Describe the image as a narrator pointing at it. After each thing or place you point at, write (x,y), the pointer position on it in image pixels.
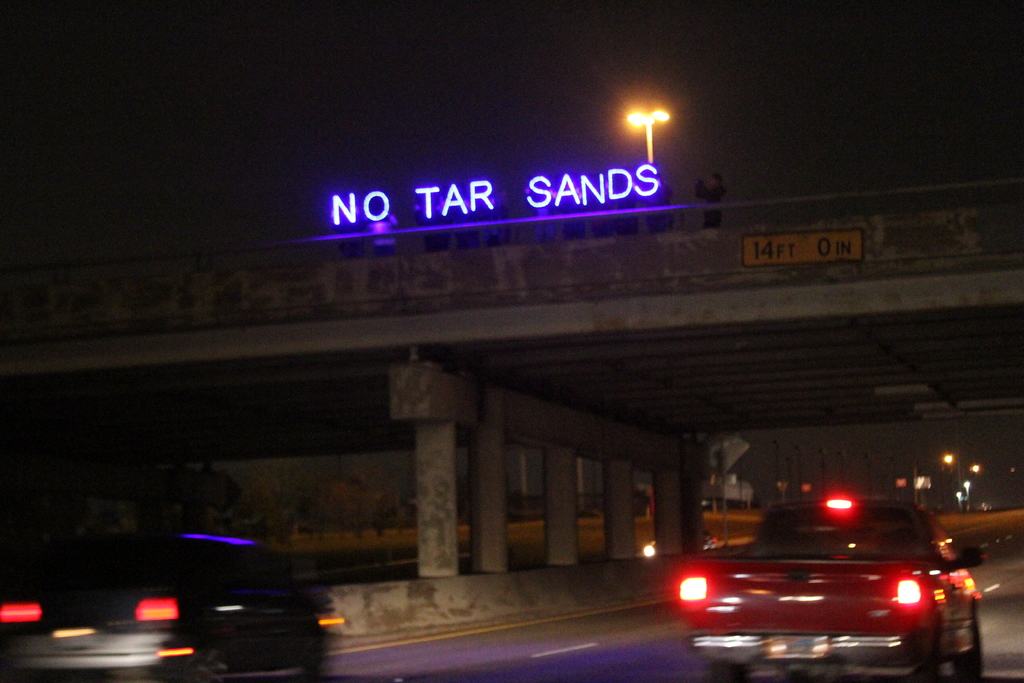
In the center of the image (422,231) there is a bridge (399,384) with text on it. There are people (629,204) standing on it. At the bottom of the image (708,565) there is road (351,647) on which there are vehicles (71,542). In the background of the image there are light poles (965,485). At the top of the image (410,81) there is sky (483,71).
